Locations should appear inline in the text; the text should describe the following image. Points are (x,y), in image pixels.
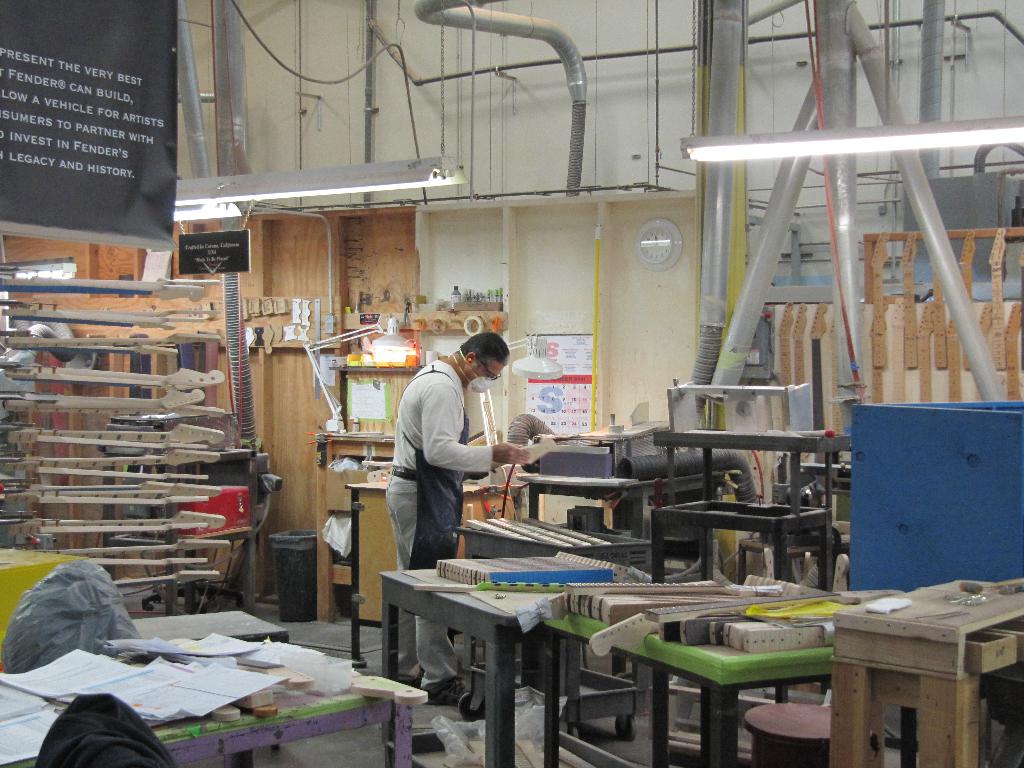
In this image there is a man (420,445) standing. He is wearing an apron (446,485) and a mask (483,379). He is holding an object (542,444). There are many tables (489,621) in the image. There are objects (696,614) on the tables (794,673). In the bottom left (262,723) there is a table (232,726). On that table (231,730) there are many papers (134,684). In the top left (83,154) there is a banner (59,58). There is text (73,143) on the banner (78,155). In the background (408,114) there is a wall (640,87). There are pipes (871,63) on the wall (254,100). There are lights (280,190) hanging to the ceiling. There is a dustbin (276,544) in the image.
